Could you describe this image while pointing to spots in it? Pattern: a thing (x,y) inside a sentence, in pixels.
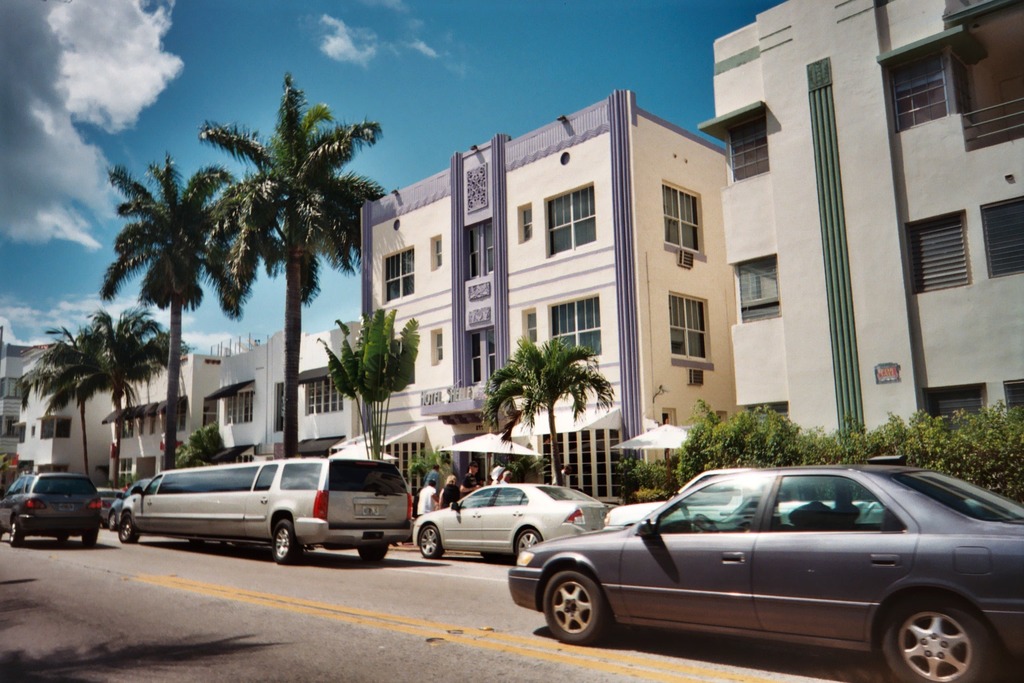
At the bottom of the image (344,576) there is road (490,560). There are vehicles (292,488) on the road (460,593). In the background of the image (457,401) there are buildings (457,289), trees (116,390). At the top of the image (523,43) there is sky (602,51), clouds (37,130). To the right side of the image (750,434) there are plants (783,435).
